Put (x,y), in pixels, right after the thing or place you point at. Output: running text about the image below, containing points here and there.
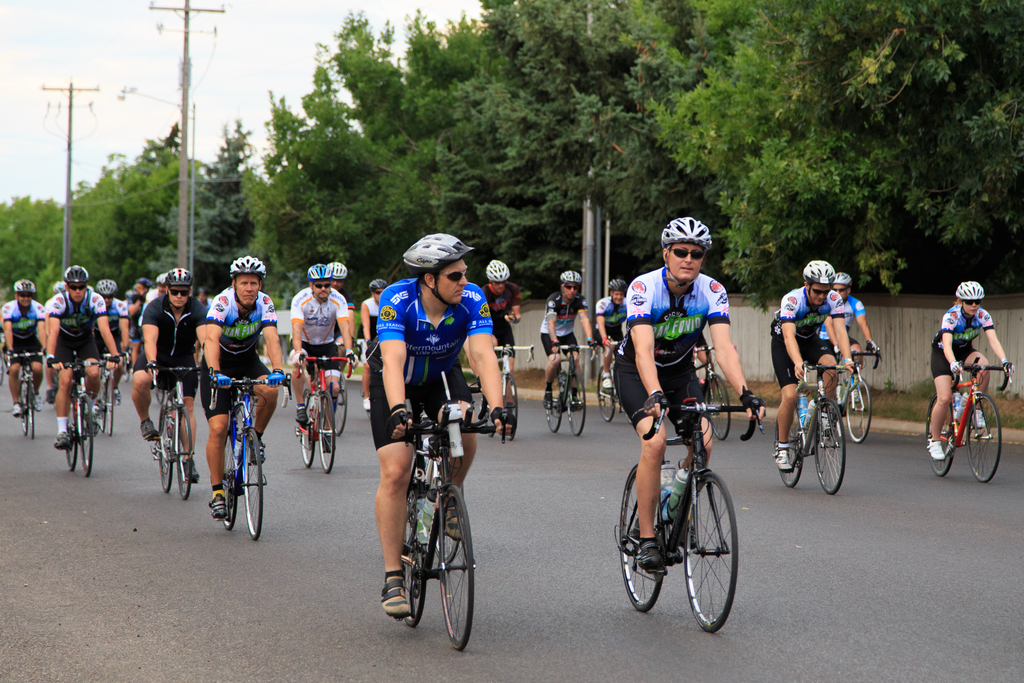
In this picture I can see many men (452,299) who are riding a bicycle (437,530). Everyone is wearing the helmet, t-shirt (244,339), gloves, short (677,375) and shoes (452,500). At the bottom (571,536) I can see the road (570,641). In the background (662,162) I can see the wooden partition (906,320), trees (528,124), electric poles (66,193) and wires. In the top left (39,7) I can see the sky (34,8) and clouds (50,1).
